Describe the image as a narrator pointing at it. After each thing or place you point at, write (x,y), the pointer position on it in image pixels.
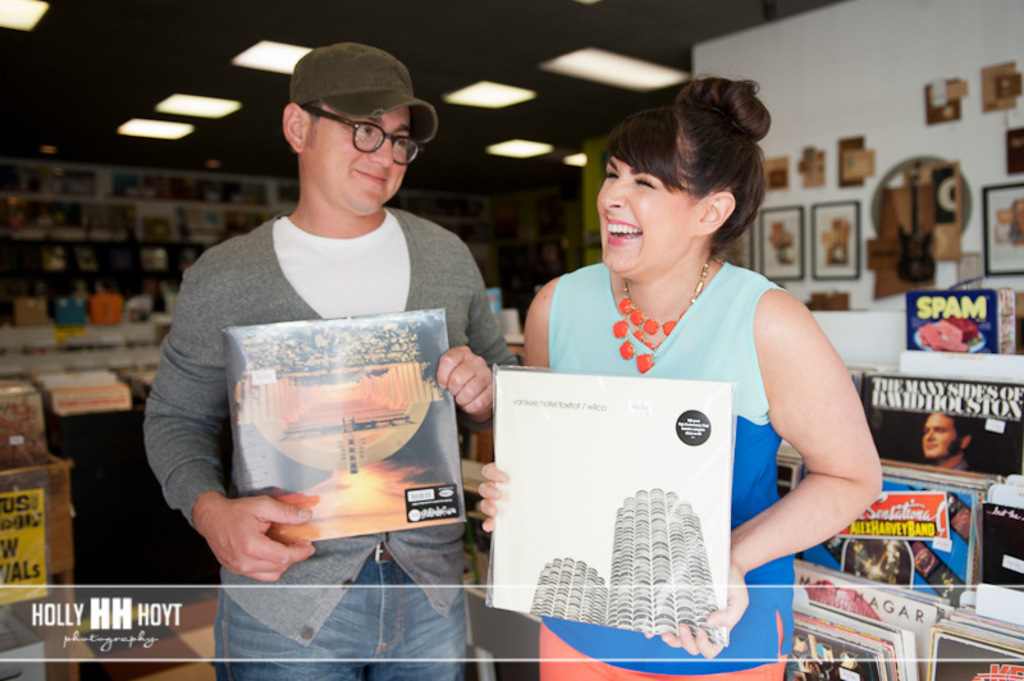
2 people (474,259) are standing holding records (679,570). There are records (59,246) in the shelves (26,282) and there are photo frames (822,262) on the walls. There are lights (180,128) at the top (526,150).
